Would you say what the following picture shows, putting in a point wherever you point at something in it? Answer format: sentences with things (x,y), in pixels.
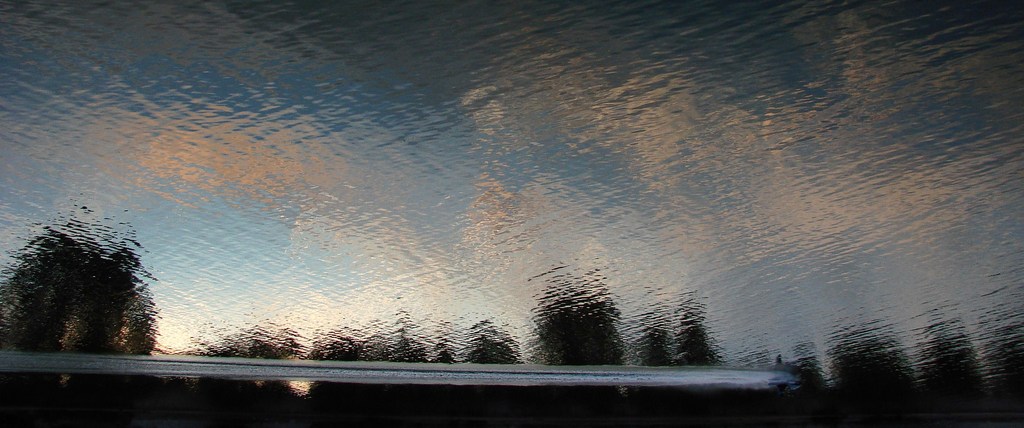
In this image we can see water (567,265). In the water (225,282) sky (412,251) and trees (60,265) are there.
